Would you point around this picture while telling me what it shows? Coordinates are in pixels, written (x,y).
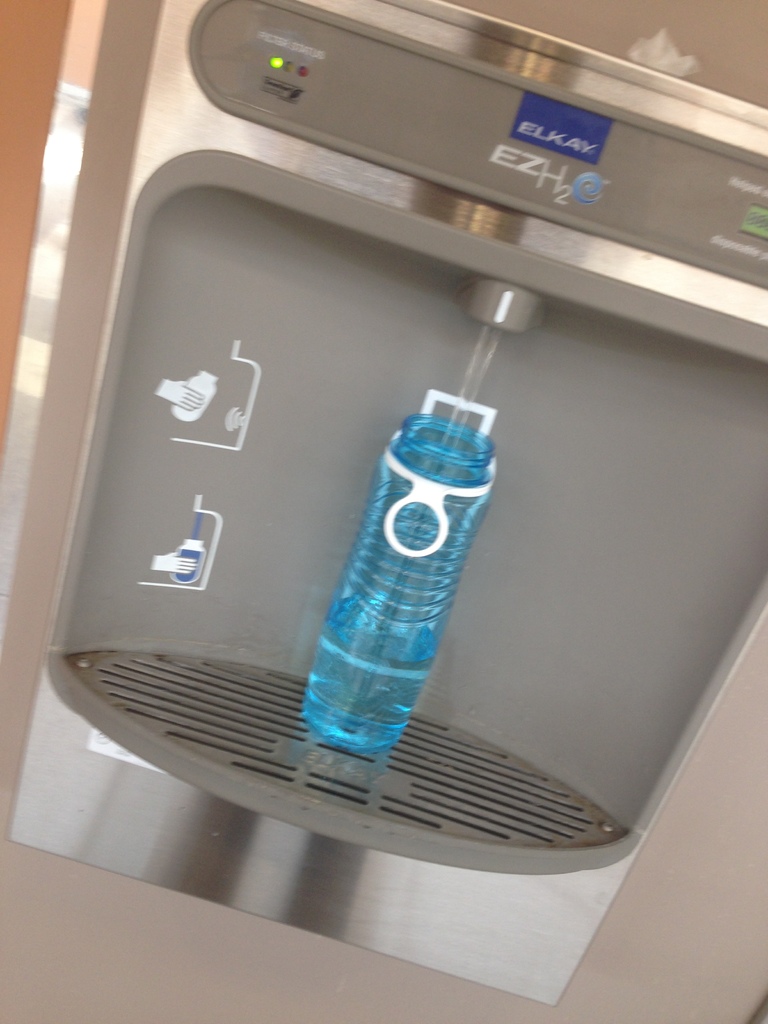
In this image I can see a blue color of water bottle (453,561).
